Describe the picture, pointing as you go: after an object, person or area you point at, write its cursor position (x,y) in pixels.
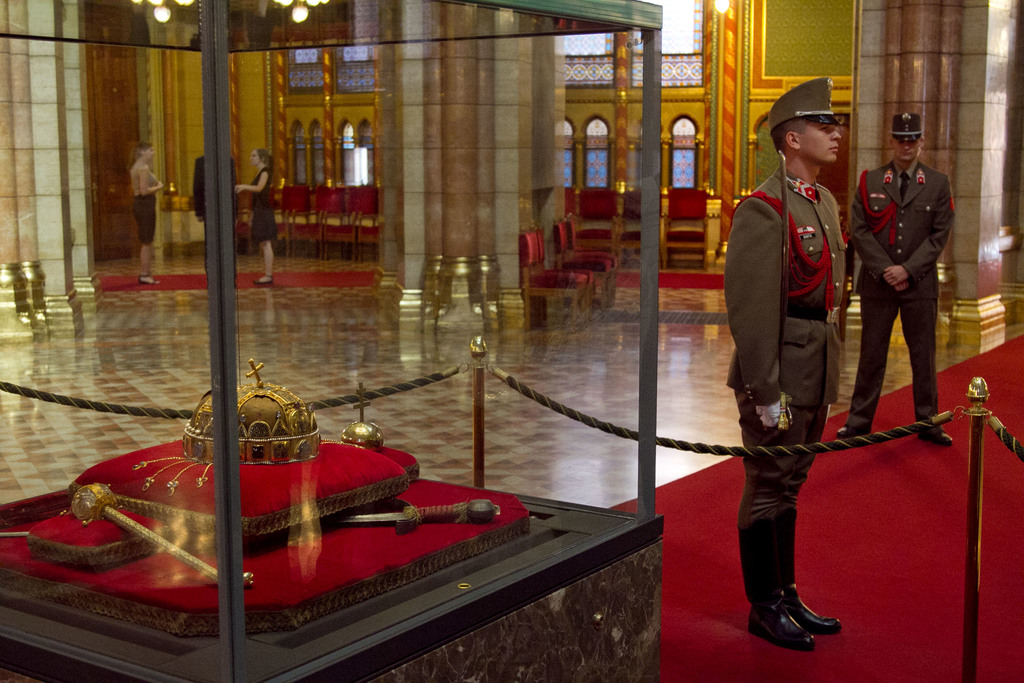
In this picture we can see there are five people (826,218) standing on the carpets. On the left side of the man (755,334) there are poles (479,396) with ropes (446,378) and some objects (265,403) in the transparent glass box (181,434). Behind the people (812,272) there is a pillar (442,186), a light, chairs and the wall (754,98). At the top of the three people (137,186), those are looking like chandeliers (161,13).
